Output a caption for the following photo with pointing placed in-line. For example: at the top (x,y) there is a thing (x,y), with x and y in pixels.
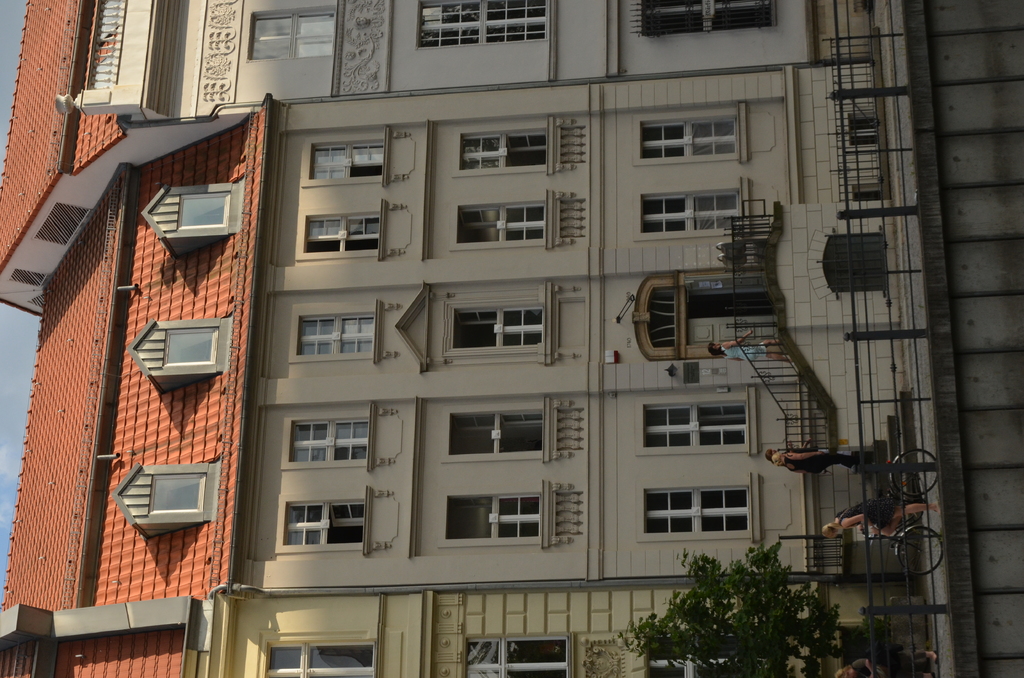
In this picture I can see buildings (217,317) and a tree (782,677) and I can see few are climbing the stairs (798,394) and a woman (838,529) on the bicycle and I can see a blue cloudy sky (26,364).
